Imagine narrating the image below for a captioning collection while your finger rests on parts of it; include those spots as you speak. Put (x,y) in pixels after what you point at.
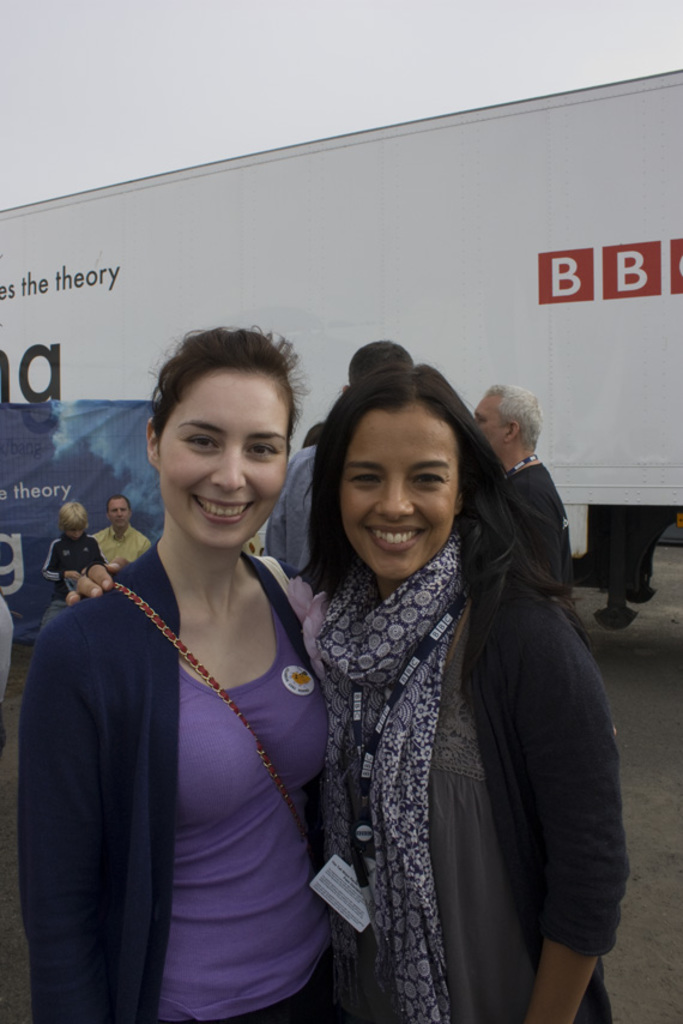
In this image I can see the group of people (301,598) with different color dresses (290,750). In the background (41,499) I can see the banner (52,479) and the vehicle (239,308). I can also see the sky (270,56) in the back (318,34).
